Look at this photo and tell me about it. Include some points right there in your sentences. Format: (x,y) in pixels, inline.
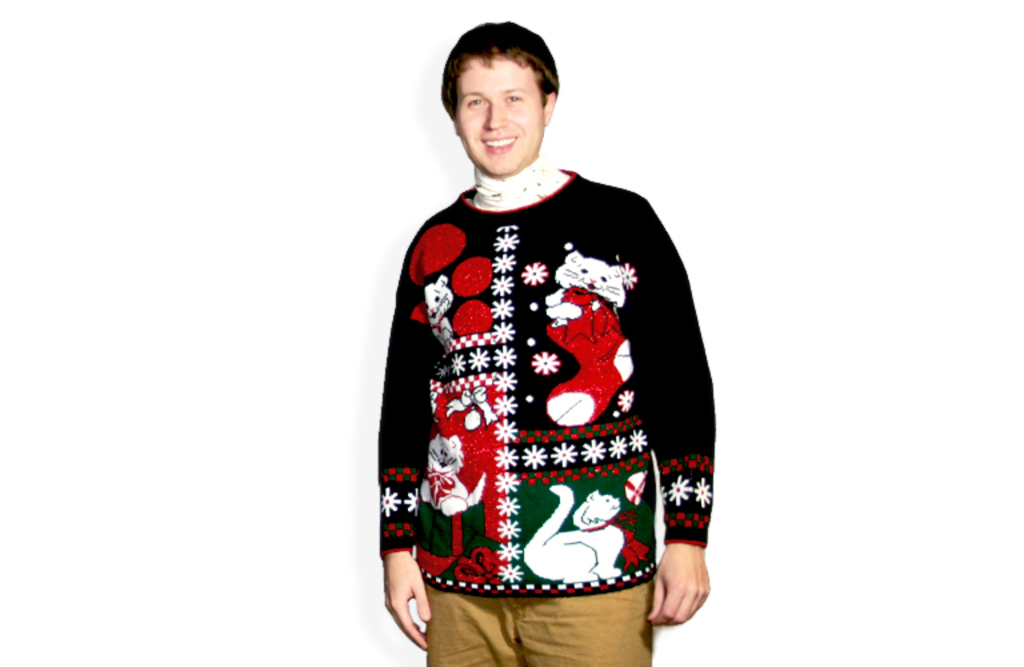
This is the image of a person (391,603) with black sweater (642,562), cream trouser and black hair (543,71).
